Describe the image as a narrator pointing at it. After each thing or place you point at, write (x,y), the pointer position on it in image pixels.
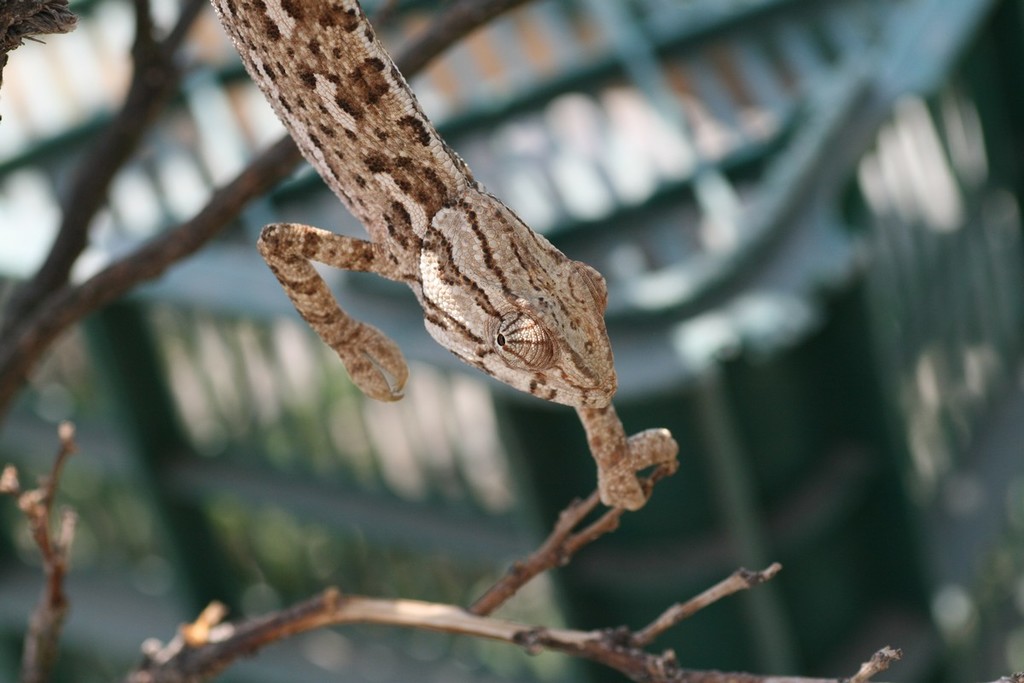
In the center of this picture (398,359) we can see a reptile (413,196) on the branches (137,8) of the tree (481,613). The background of the image (813,382) is blurry and we can see some other objects (758,220) in the background (265,419).
